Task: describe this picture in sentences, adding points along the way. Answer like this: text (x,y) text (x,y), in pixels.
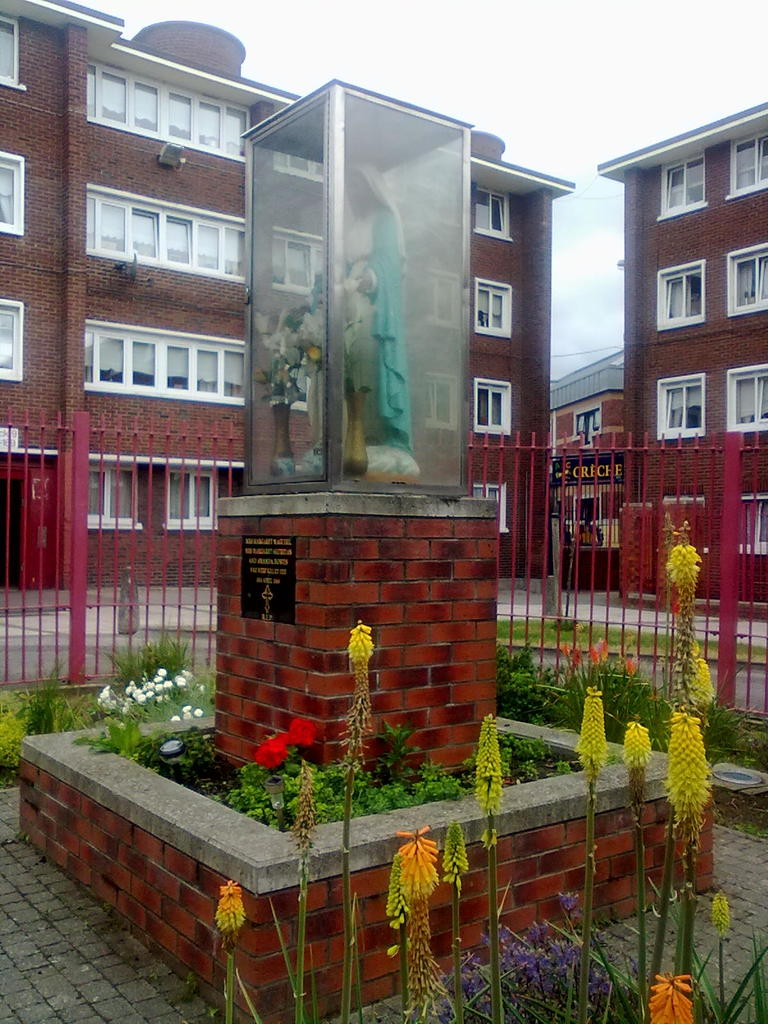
These are the buildings (176,232) with windows (751,250). This looks like a sculpture (377,395), which is covered with a glass box (301,350). This sculpture (384,468) is placed on the pillar (300,612). This looks like a board (253,614), which is attached to the pillar (325,597). These are the plants (494,943) with colorful flowers (506,945). I think these are the kind of barricades (78,628).
